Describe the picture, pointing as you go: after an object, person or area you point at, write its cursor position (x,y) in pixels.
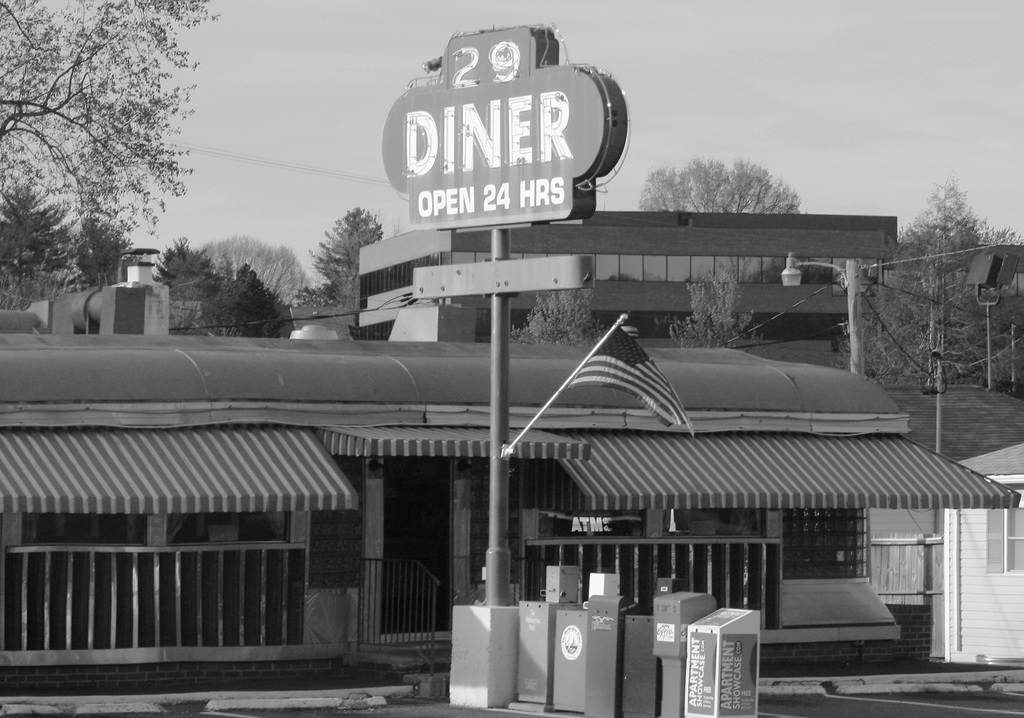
I see this is a white and black image and I see number of buildings (724,430) and I see few poles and wires (948,253) and I see a board (468,196) over here on which something is written and I see a flag (639,366) over here and I see few things (601,626) on which there is something written too. In the background (17,256) I see the trees (699,163) and the sky (353,107).
